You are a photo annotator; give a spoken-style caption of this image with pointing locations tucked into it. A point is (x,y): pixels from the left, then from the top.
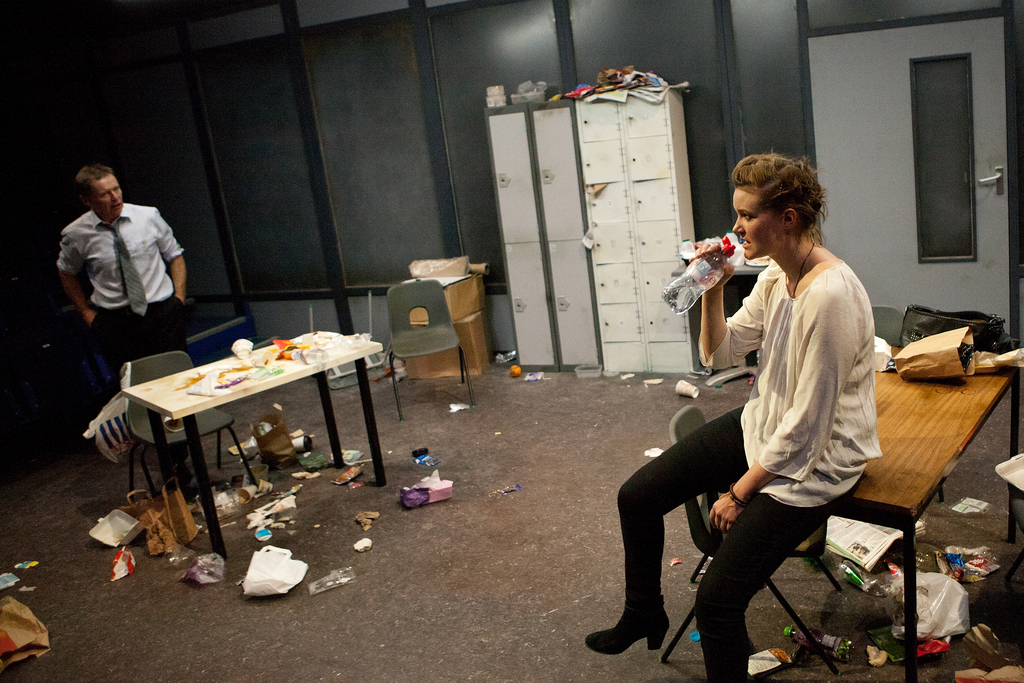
There is a room (100,401). The two persons (761,412) are in a room (438,396). On the right side (782,383) we have a person (781,396). She is sitting on a table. She is holding bottle (703,280). On the left side (89,254) we have a another person (115,253). He is wearing a tie (125,276). There is a table (292,373). There is a bag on a table (291,344). We can see in background (442,277) lockers (629,230) and cupboards (574,352), boxes (475,299).
